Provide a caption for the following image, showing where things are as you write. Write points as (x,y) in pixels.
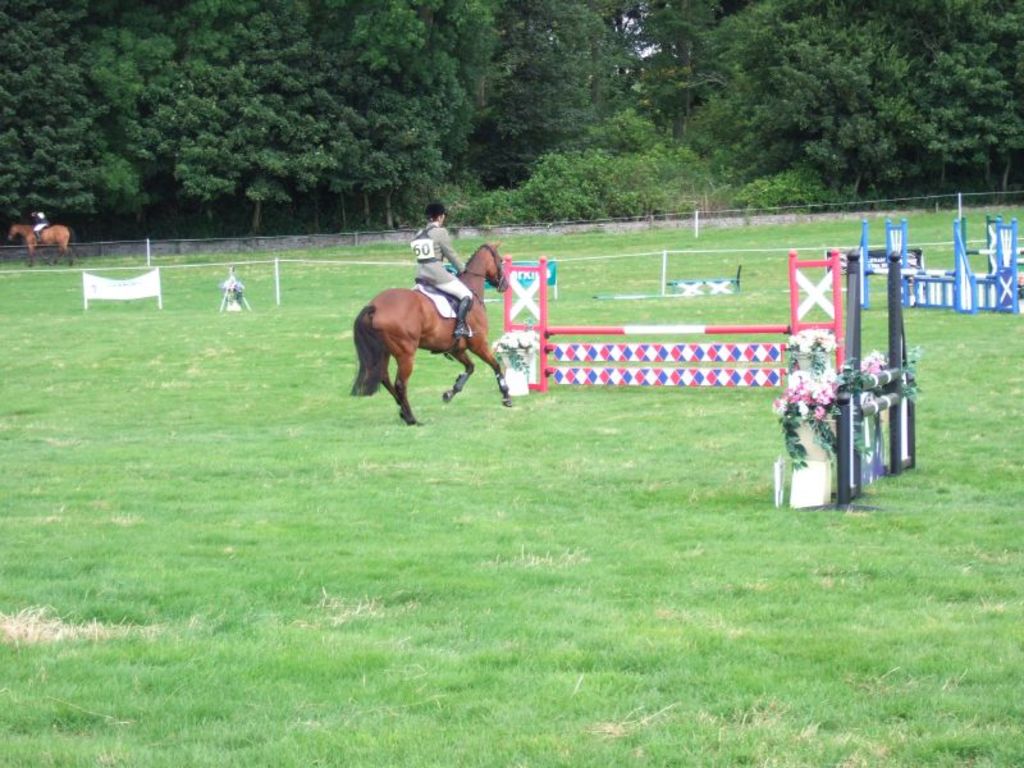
In the picture I can see two people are sitting on horses (372,349). Here I can see flowers (826,428), the grass (514,495), trees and some other objects (552,263) on the ground (487,404).
